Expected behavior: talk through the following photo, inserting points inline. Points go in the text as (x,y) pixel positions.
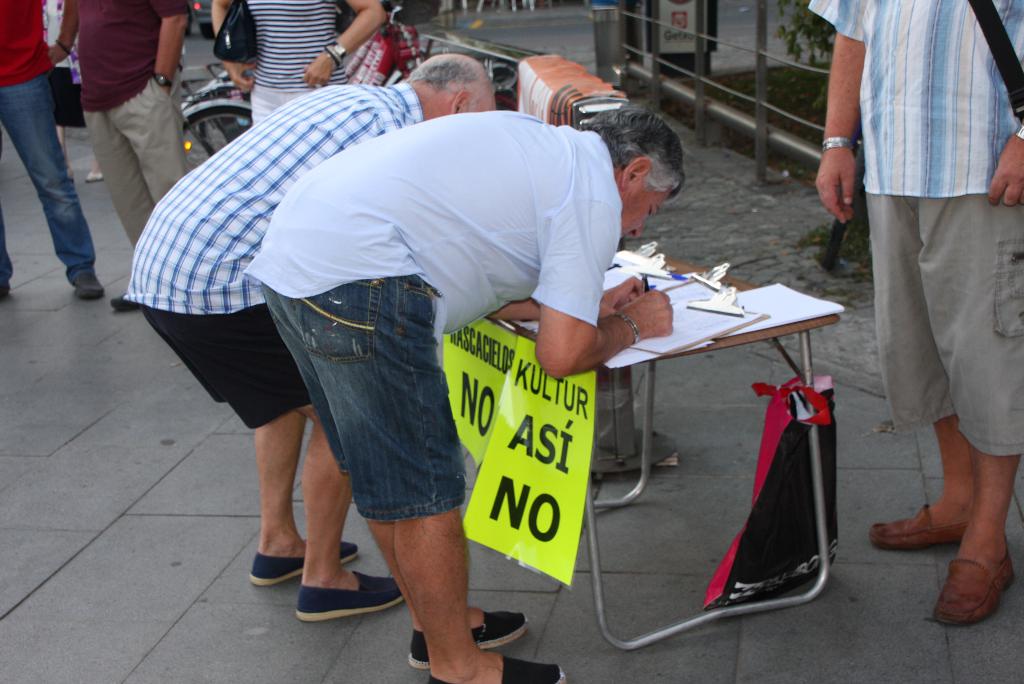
There are two men (290,263) standing and writing on the paper (661,342) which is placed on the table (767,332). Under the table (739,335) there is a cover (790,464) placed. In front of a table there is a man (955,206) standing. And in the background (282,77), some of them were walking and standing here.
